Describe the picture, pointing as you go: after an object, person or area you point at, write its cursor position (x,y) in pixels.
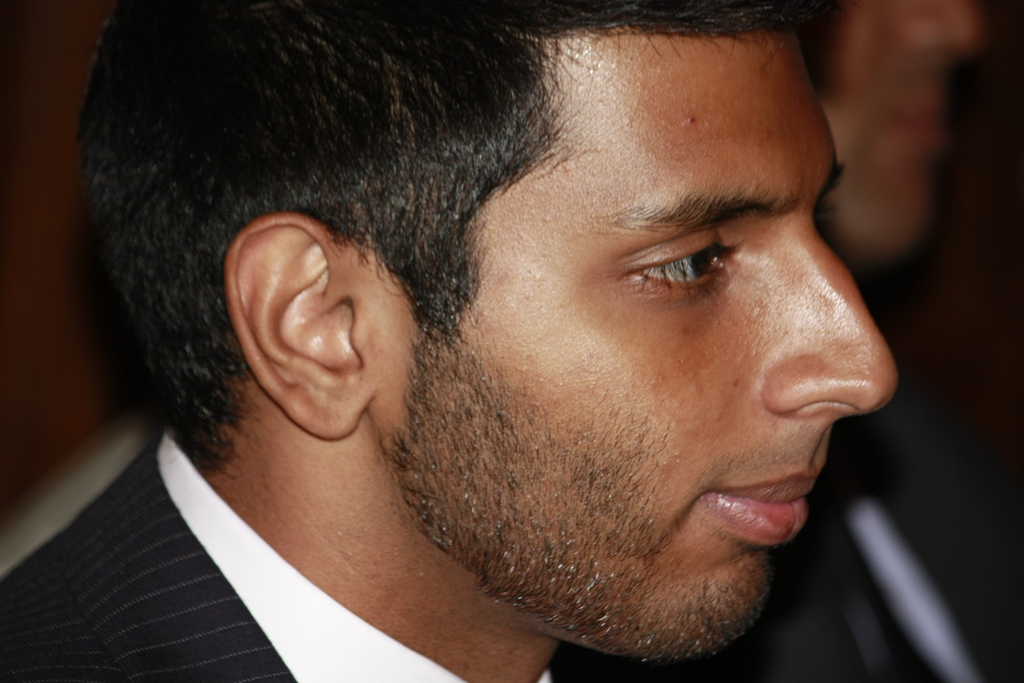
In this picture there is a man (503,388) in the front (538,374) and the background (922,187) is blurry.
